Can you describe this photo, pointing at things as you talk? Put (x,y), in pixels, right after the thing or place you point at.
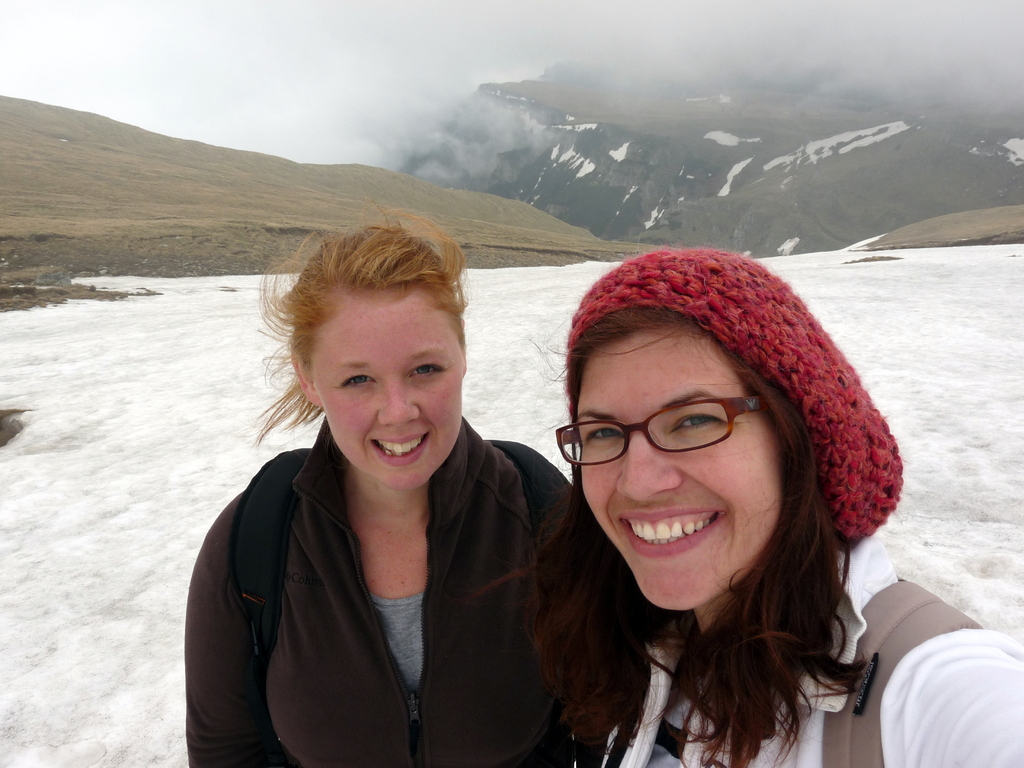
In this picture there are two girls (455,465) in the center of the image (513,289) and there is snow (894,296) at the bottom side of the image (0,542) and there are mountains (225,163) at the top side of the image (225,163).
